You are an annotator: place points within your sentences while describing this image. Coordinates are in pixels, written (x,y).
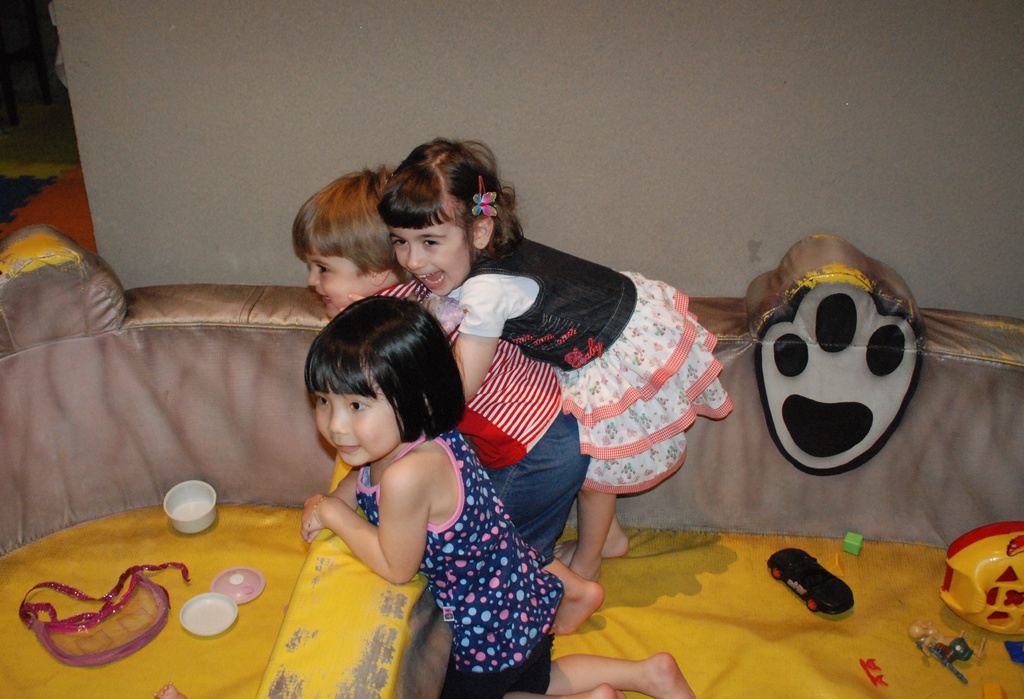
In this image I can see group of people (470,689). In front (493,628) the person (458,595) is wearing blue and black color dress (504,636). I can also see few toys (986,525) on the yellow color cloth (846,648), background (302,48) the wall (503,110) is in cream color.
